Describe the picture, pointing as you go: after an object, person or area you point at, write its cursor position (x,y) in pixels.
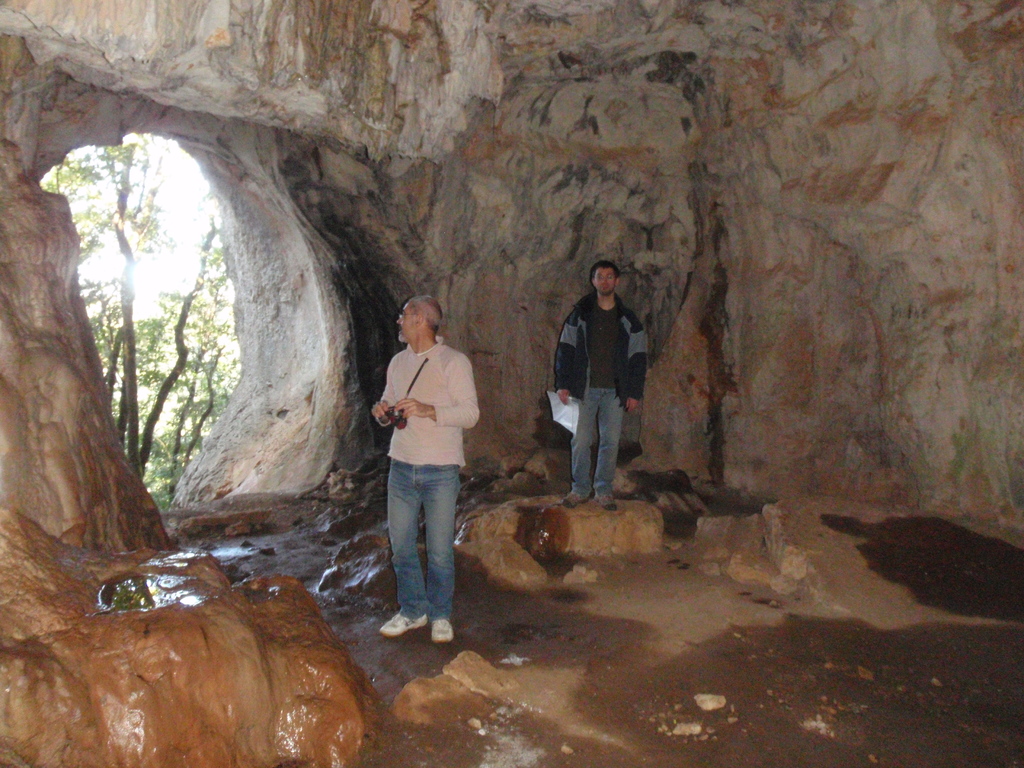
In this image we can see two persons (453,555) standing inside the cave (204,145). We can also see some trees (130,266).
